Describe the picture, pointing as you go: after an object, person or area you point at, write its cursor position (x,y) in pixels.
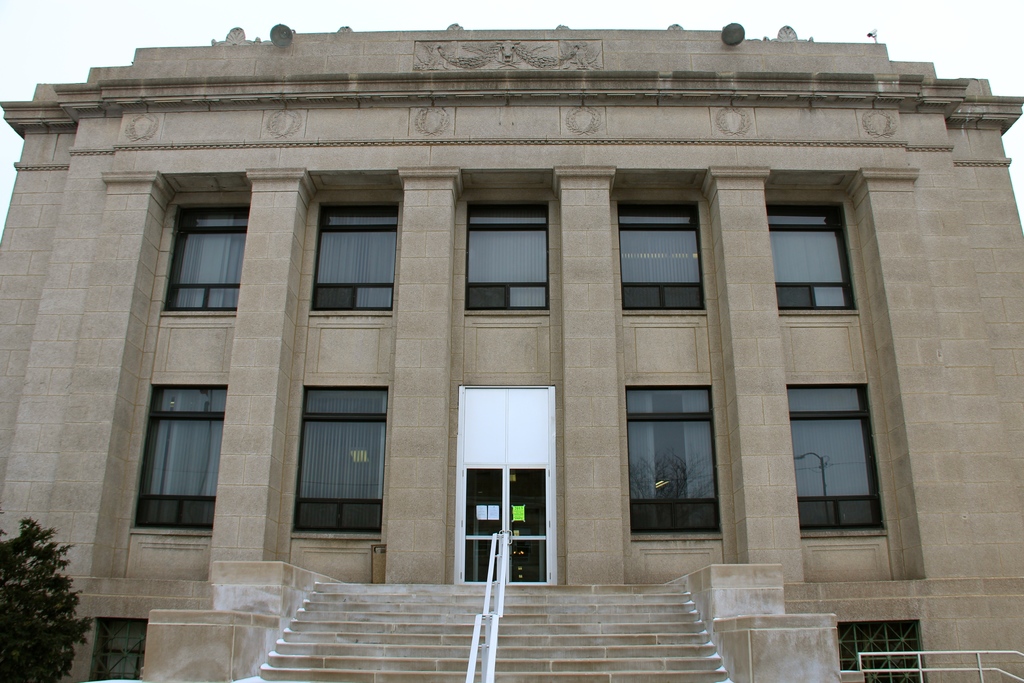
In the middle (356,414) it's a building (767,469), this is the staircase (587,602). On the left side (48,584) there is a tree (47,581), at the top (371,11) it's a sky (523,13).
